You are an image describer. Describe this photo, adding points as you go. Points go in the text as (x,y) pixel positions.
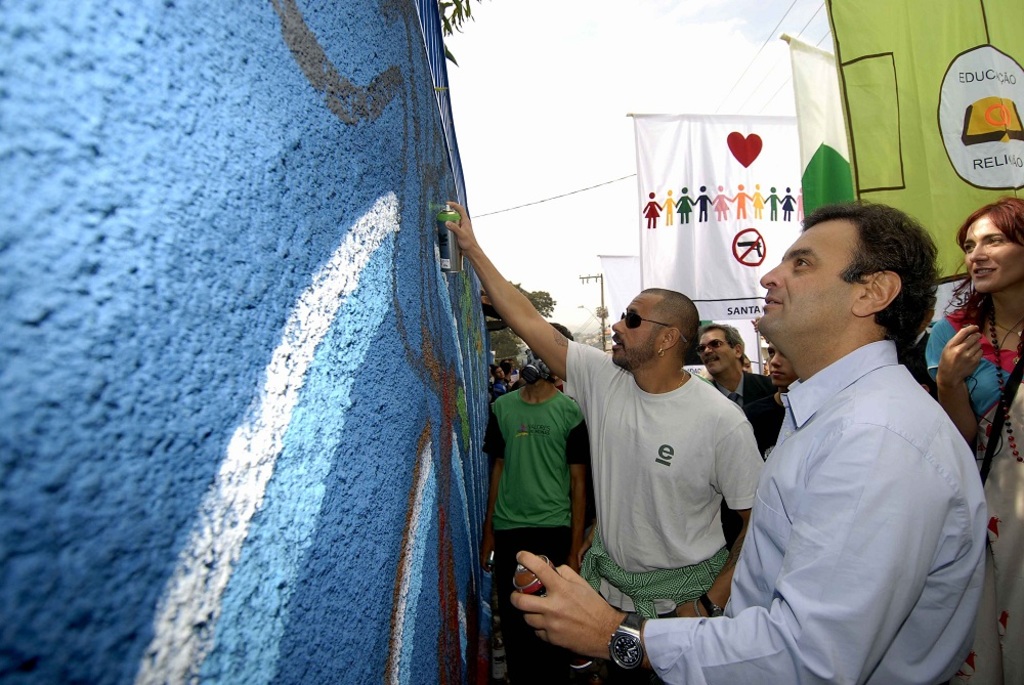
On the left (303,32) there is a wall (120,434). In the middle (518,385) we can see people (739,400) standing, they are doing graffiti (420,253). In the middle (611,263) there are flags (774,136) and cables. In the background (562,306) we can see trees (494,331), street light (603,321) and sky (553,207).
